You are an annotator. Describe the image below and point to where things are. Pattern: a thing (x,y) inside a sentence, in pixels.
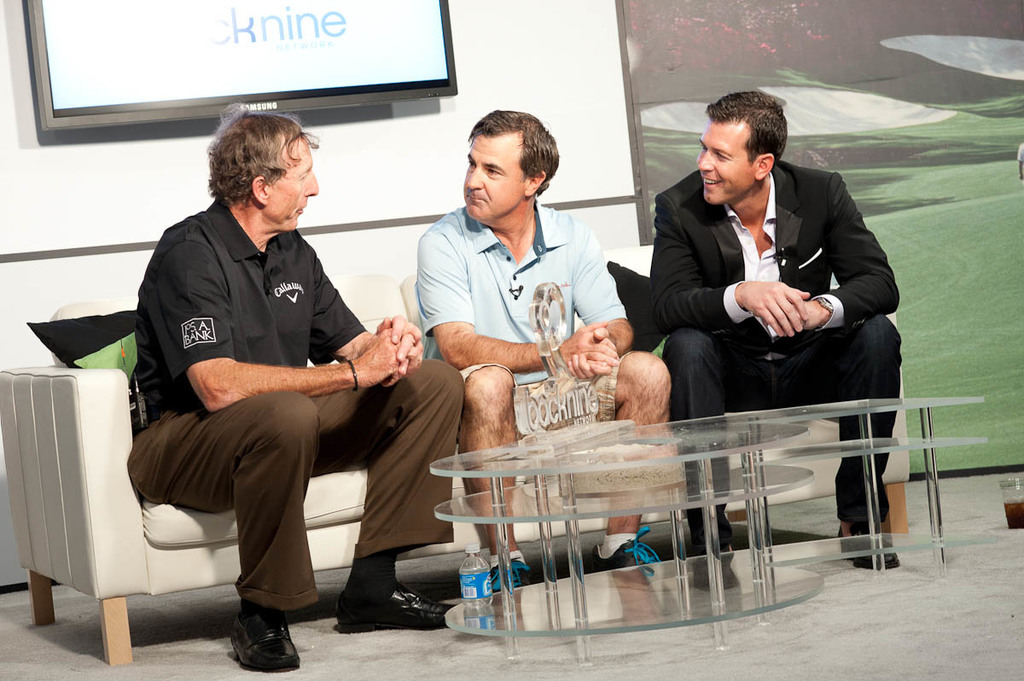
In this image there are three persons (724,285) who are sitting and talking with each other. In front of them there is one table (595,490), on the background (612,88) there is a wall (419,107) and one television (290,30) is there on the wall (60,196). On the right side (897,83) there is one glass (1012,515) and some posters (692,40) are there.
